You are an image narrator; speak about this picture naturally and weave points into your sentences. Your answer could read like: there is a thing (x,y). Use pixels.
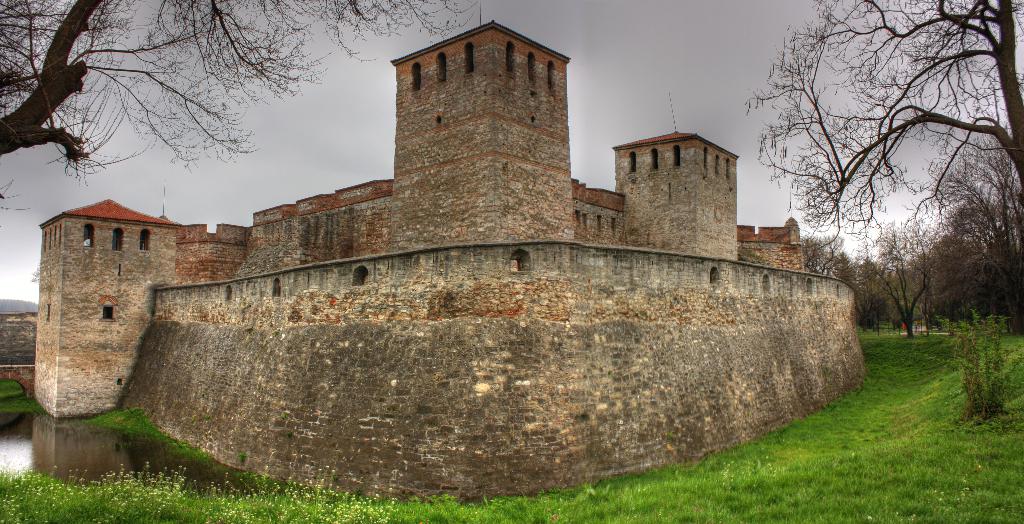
We can see grass (338,523), flowers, water (113,444), fort (721,350) and trees (1001,265). In the background (556,12) we can see sky (497,20).
